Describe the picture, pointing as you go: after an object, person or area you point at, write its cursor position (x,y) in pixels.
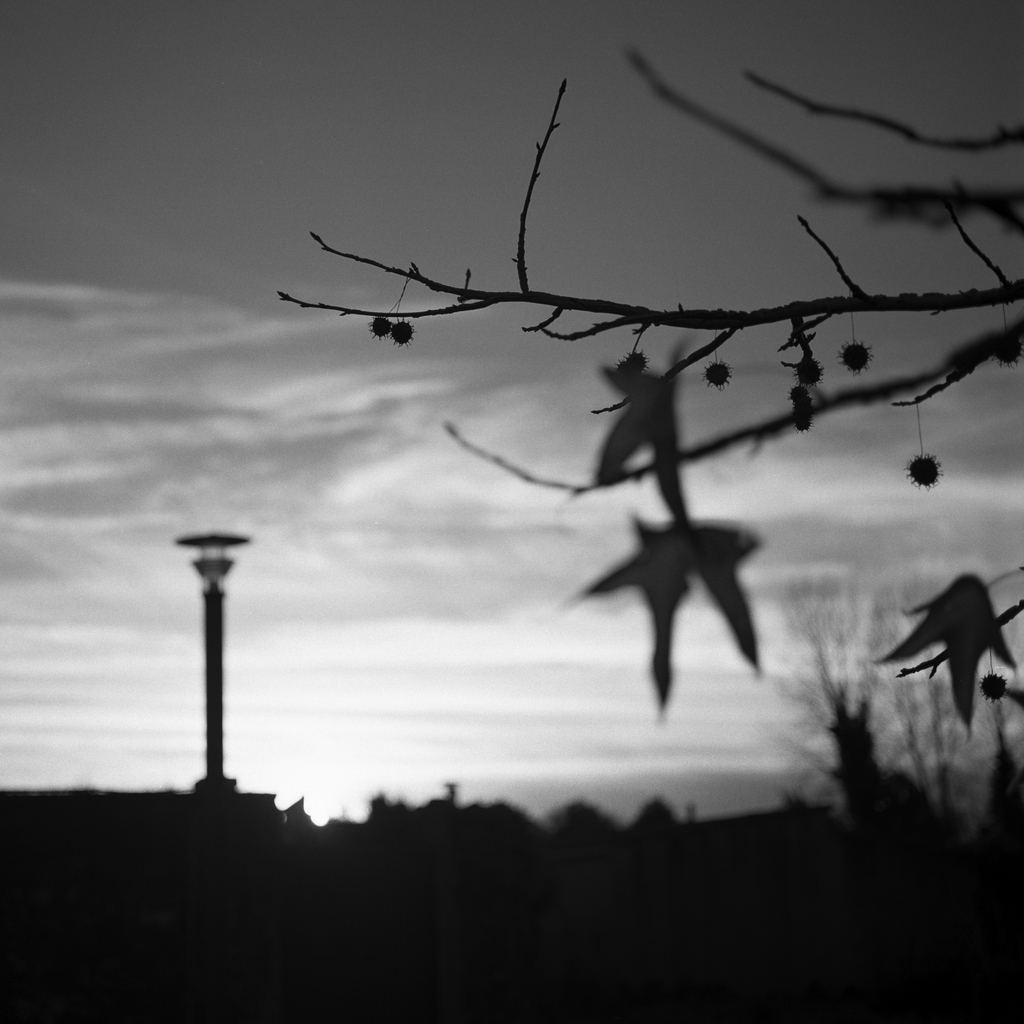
In this picture there is a tree (968,373) which has few objects (805,374) on it and there is a tower (221,727) and there are few other objects (512,830) beside it.
